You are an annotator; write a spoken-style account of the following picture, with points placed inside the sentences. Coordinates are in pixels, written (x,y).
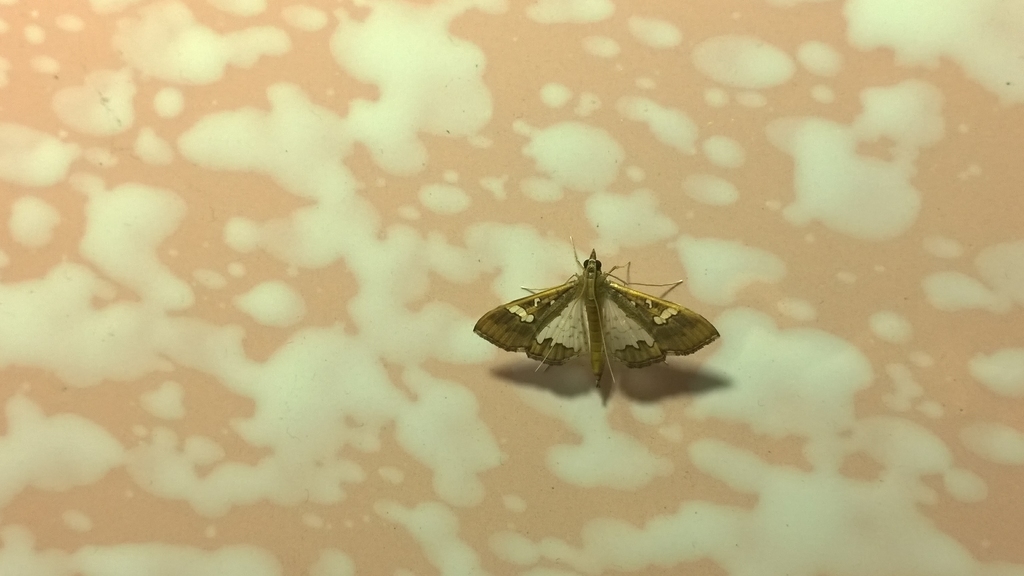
In this image I can see an insect (542,320) which is green, black and cream in color. I can see the brown and cream colored background (653,97).
